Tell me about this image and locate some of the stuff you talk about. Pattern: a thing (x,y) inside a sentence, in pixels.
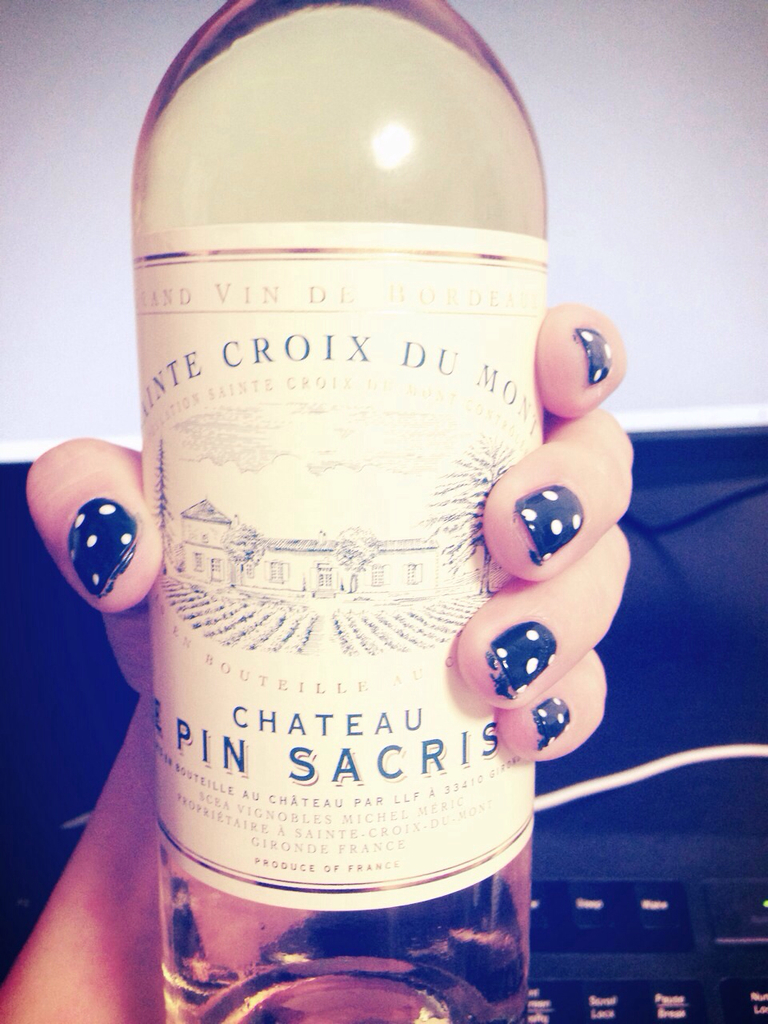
In this image I can see a hand (617,339) of a person (55,996) is holding a bottle (351,477).
